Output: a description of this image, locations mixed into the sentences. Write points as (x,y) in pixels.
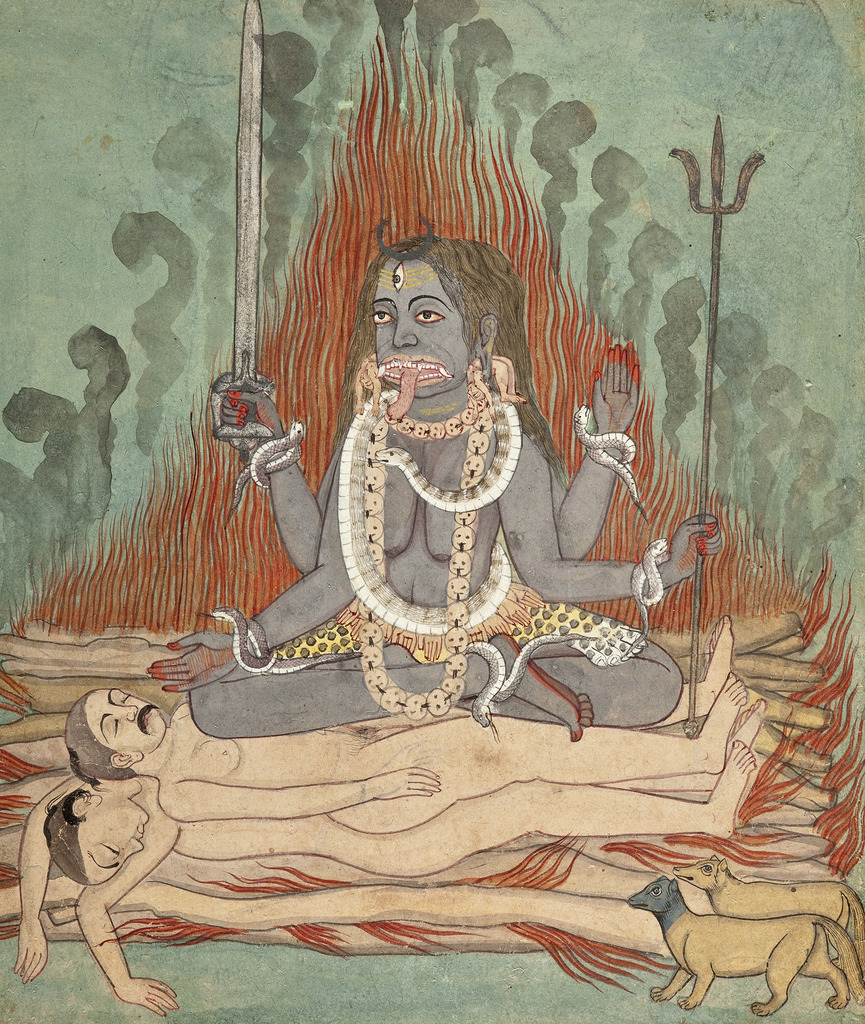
In this picture I can observe a drawing (288,462) of goddess Kali (375,537). I can observe two dead bodies (187,832) in this drawing (464,757). On the right side (727,909) there are two animals (718,905).
